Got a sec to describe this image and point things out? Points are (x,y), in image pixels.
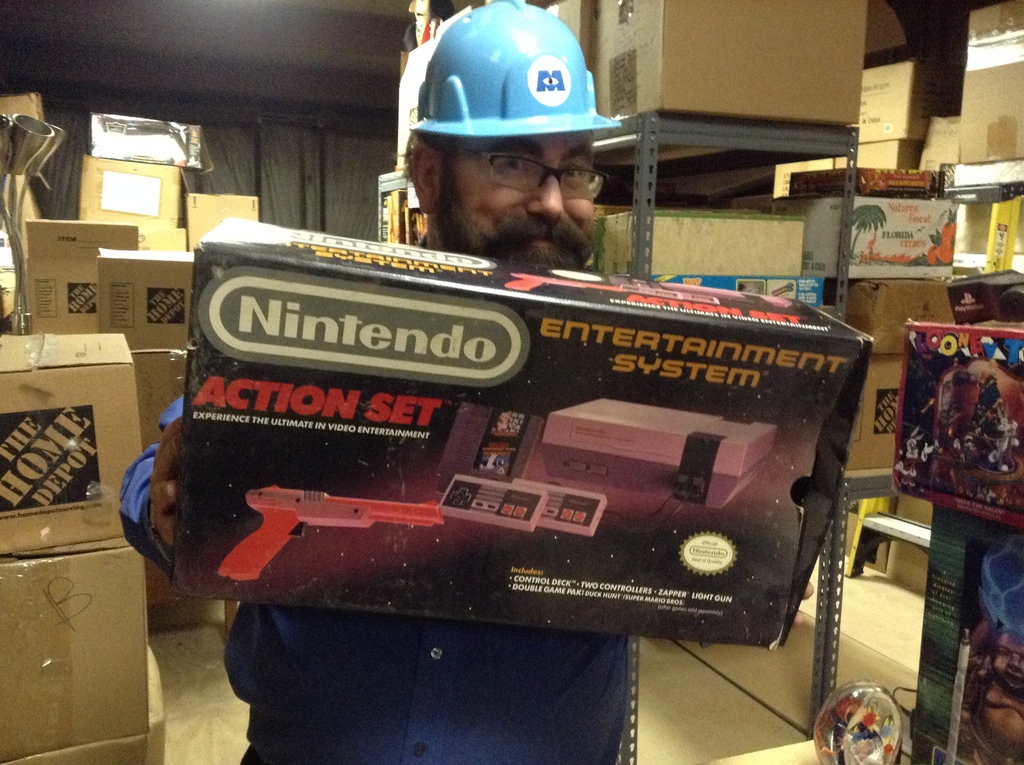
In front of the image there is a person (310,761) holding the box (524,375). On the right side of the image (749,38) there are a few boxes (645,57) on the racks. On the left side of the image (7,475) there are a few boxes (22,504).
